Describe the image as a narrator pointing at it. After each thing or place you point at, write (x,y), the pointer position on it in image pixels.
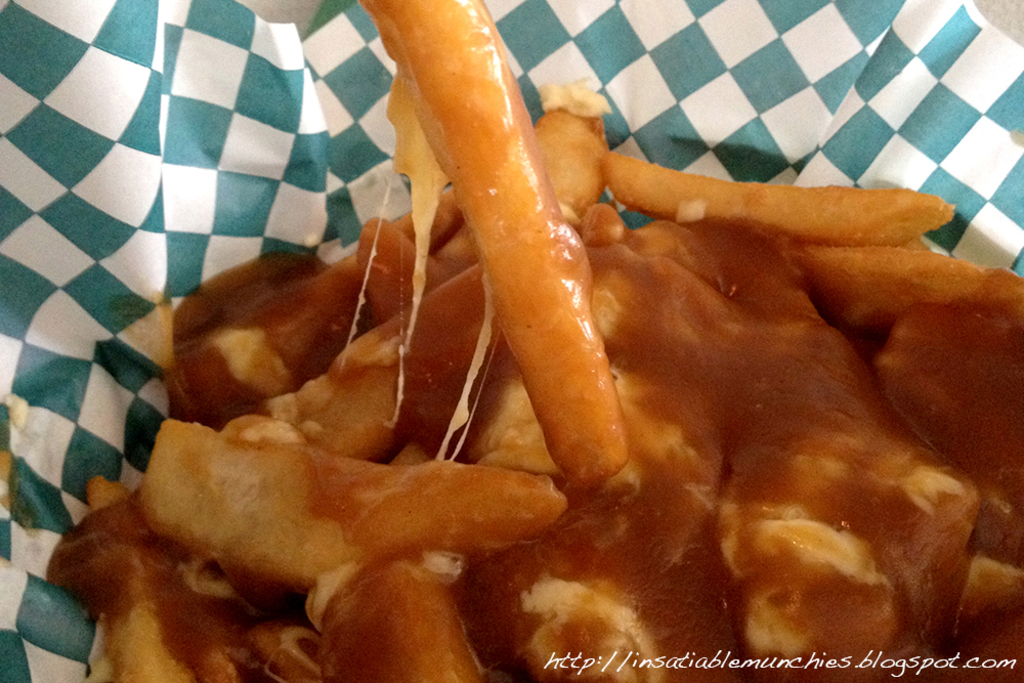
In the center of the image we can see one paper (355,201), which is in green and white color. In the paper (710,81), we can see some food item (666,494). At the bottom right side of the image (732,660), we can see some text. In the background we can see a few other objects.
